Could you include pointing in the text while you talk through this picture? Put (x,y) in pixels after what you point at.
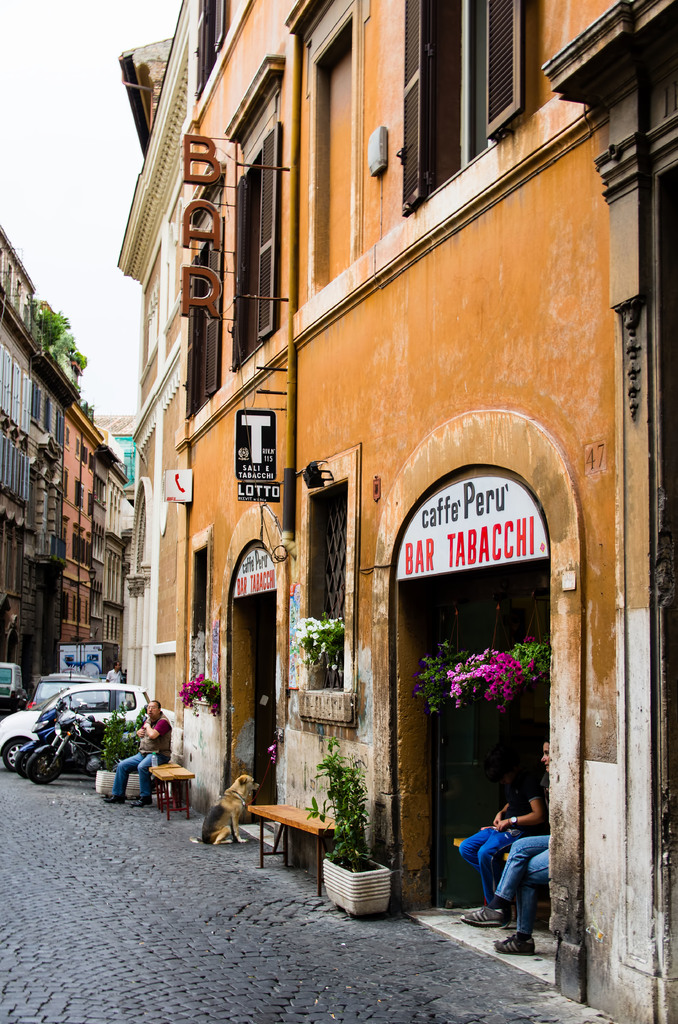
Three persons (168,759) sitting on the bench (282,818). We can see dog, building (248,394), vehicles (87,658) on the road (159,817), plant (340,826), city (48,381).
